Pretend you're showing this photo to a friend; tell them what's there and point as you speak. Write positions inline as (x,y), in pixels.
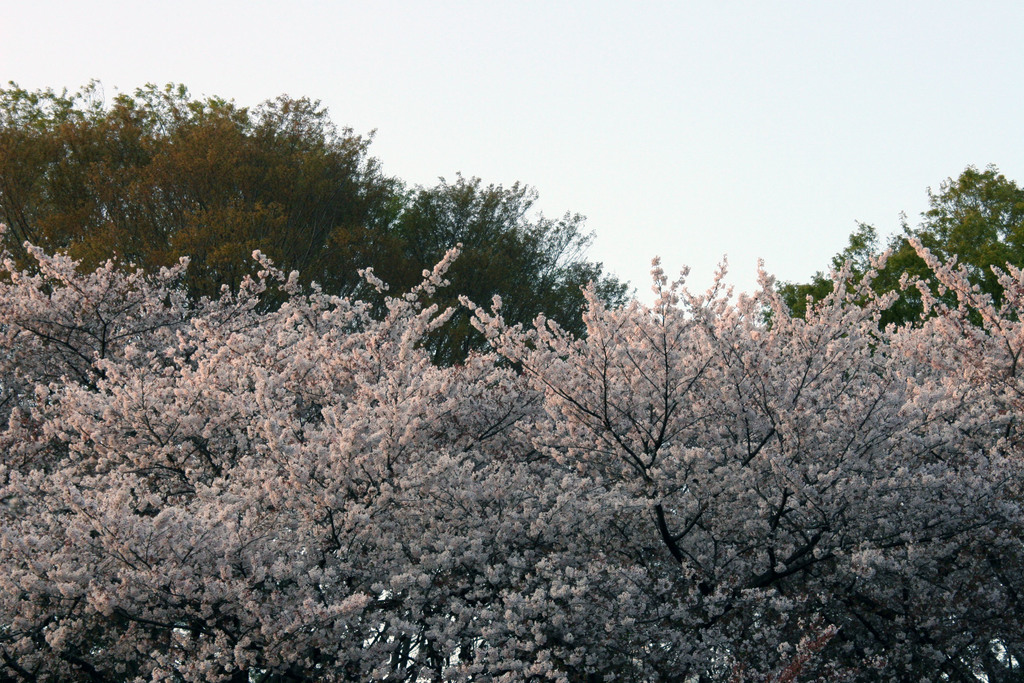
In this image there are few trees (658,479) having flowers (706,463). Behind there are few trees (340,220) having leaves (276,202). Top of the image (565,168) there is sky (638,165).
